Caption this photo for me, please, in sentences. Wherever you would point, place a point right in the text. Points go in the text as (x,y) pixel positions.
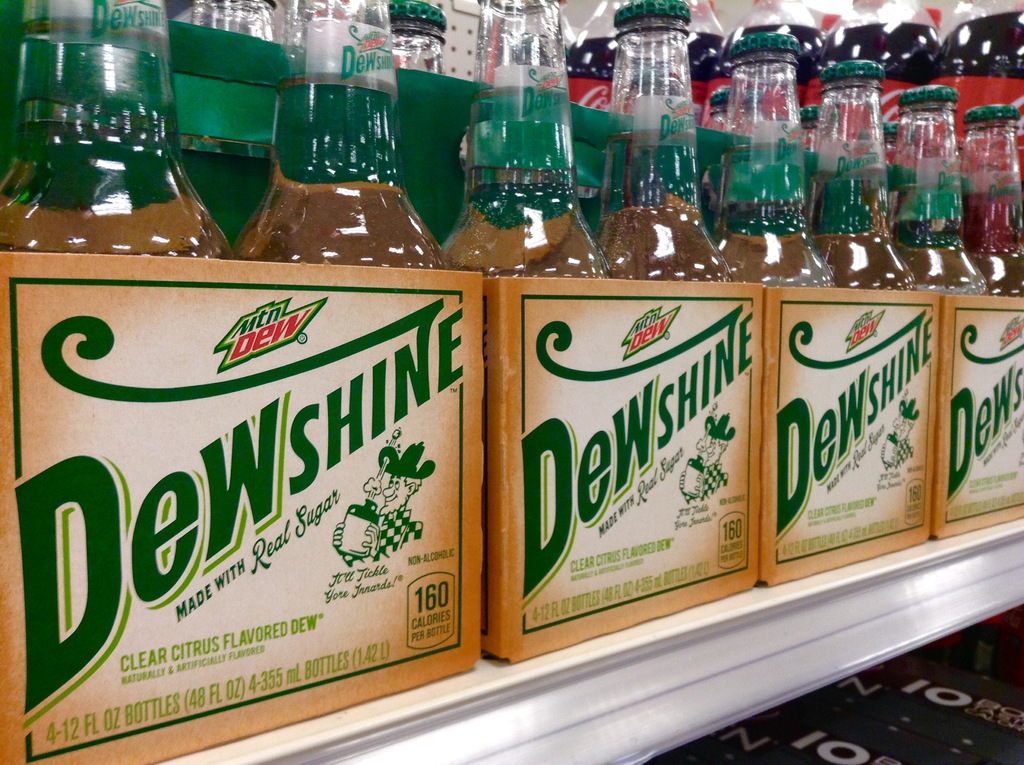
on a white table (477,730) there are boxes (379,383) of glass bottles (741,159). on the boxes (457,563) dewshine is written. behind them there are other plastic bottles (996,41).
